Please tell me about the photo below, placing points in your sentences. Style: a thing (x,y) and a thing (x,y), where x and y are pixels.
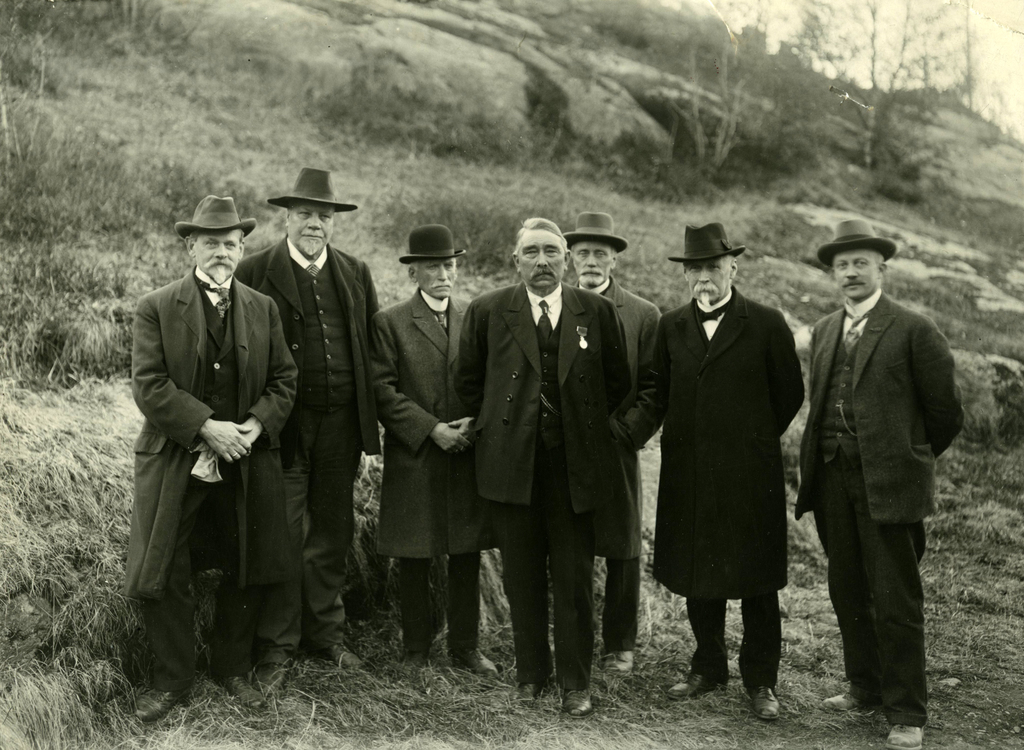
There are people (618,377) standing and these people (363,276) are wore hats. In the background (712,206) we can see grass (744,207) and trees (739,144).
